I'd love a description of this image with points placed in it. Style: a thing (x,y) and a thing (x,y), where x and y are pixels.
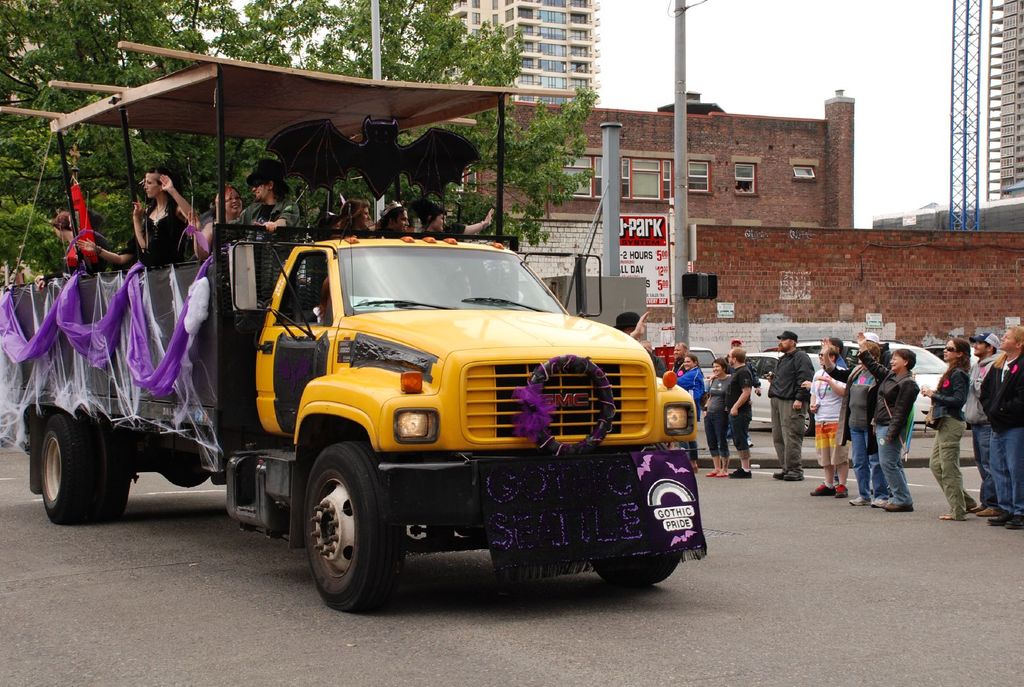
In this picture I can see there is a truck (344,385) at left (170,226) and there are a few people (170,226) standing in it, it is decorated with ribbons (58,330) a logo (389,158) and there are a few people (977,398) standing on the right side (940,372) and there are few vehicles (807,352) parked in the backdrop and there is a building (556,50) and there is a tree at left (188,9) and the sky (903,19) is clear.
